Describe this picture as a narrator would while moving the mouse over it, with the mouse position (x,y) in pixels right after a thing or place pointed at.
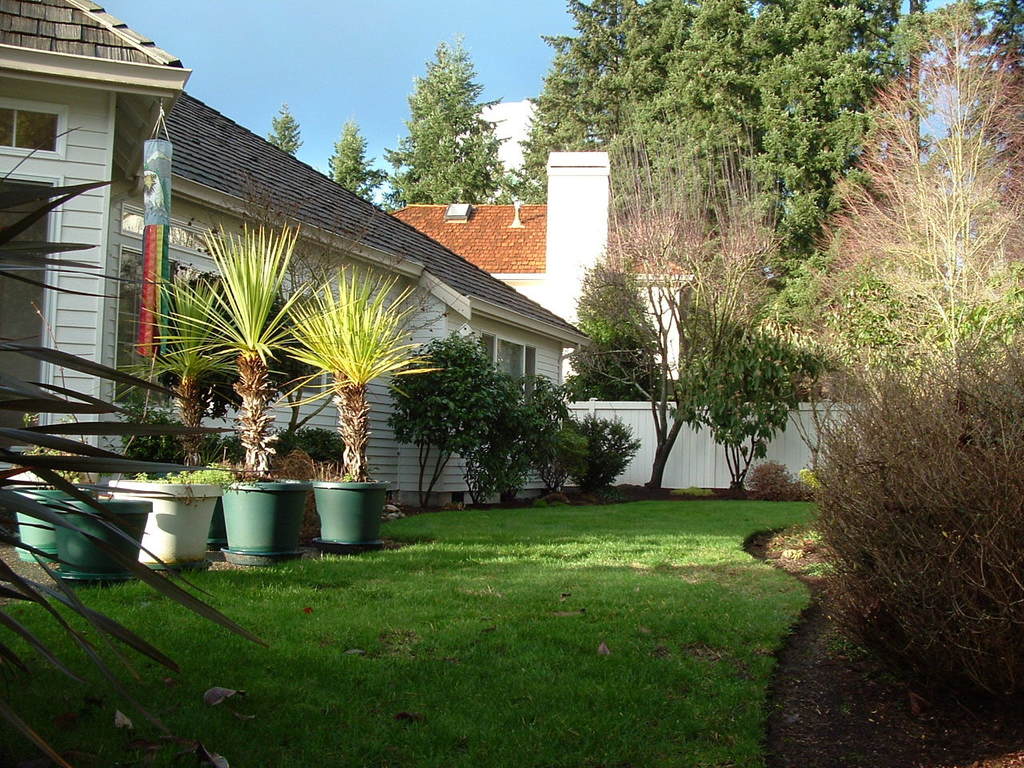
This is a garden (433,628). Here I can see many plants (439,409), trees (847,231) and grass (426,708) on the ground (293,703). In the background (483,233) there are some houses (384,216). At the top of the image (291,52) I can see the sky (272,15).
